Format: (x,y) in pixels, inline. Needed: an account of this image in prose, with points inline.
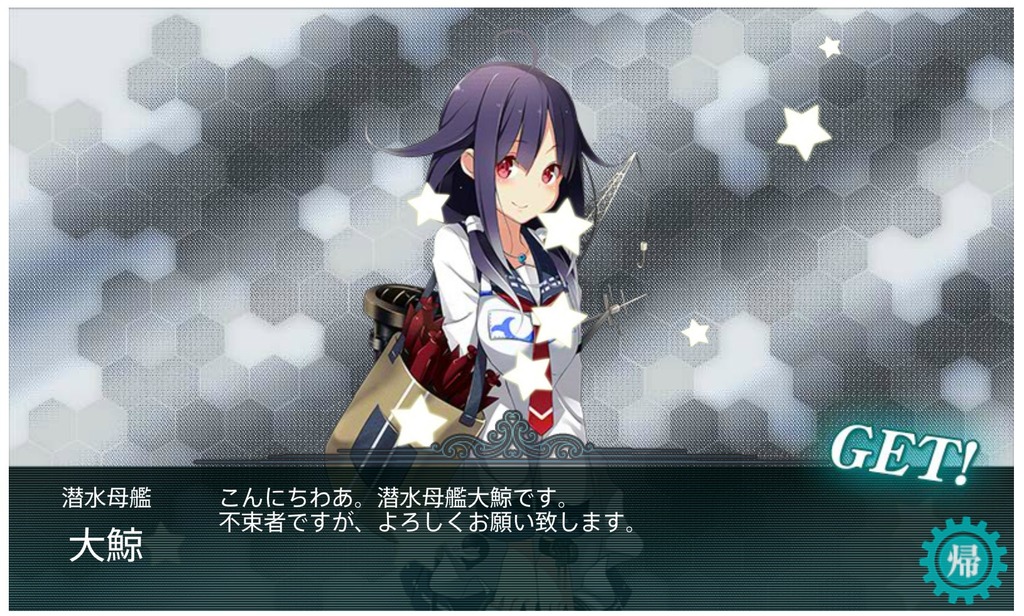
This is an anime image of a girl (503,303) in white dress (472,335) and holding a bag (416,387) with some text (93,544) below.
